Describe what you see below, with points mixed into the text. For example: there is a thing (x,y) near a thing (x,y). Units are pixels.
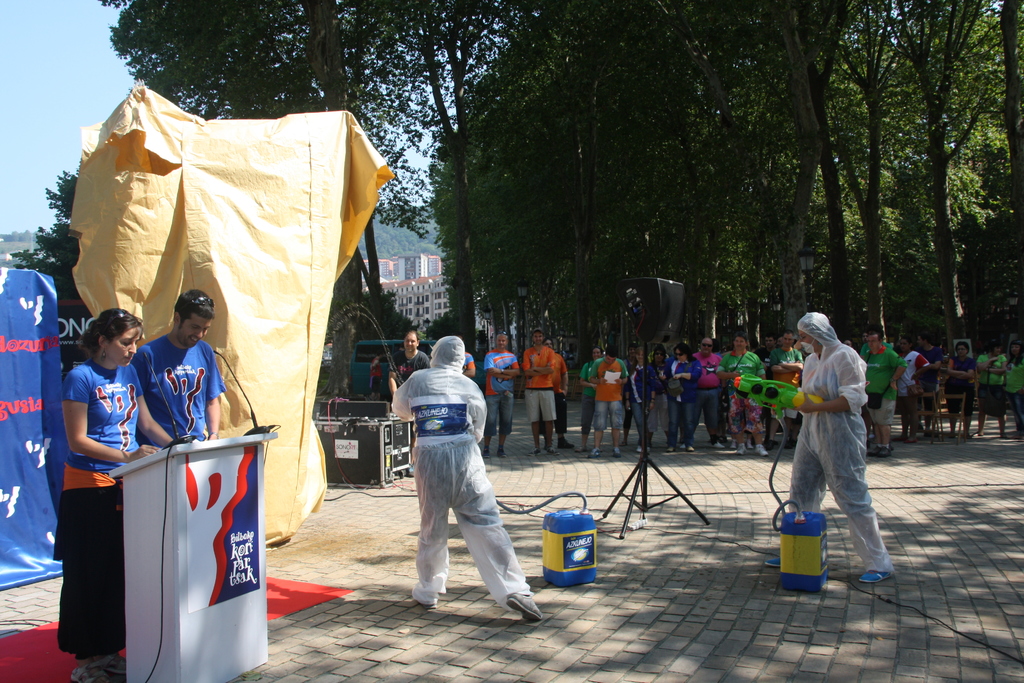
In this image I can see number of people (1022,381) are standing and in the centre (397,402) I can see two persons (462,415) are wearing white colour things (839,395). I can also see one of them is holding a water gun (756,387) and near them I can see a blue and yellow colour thing (571,533). I can also see most of people (756,430) are wearing green colour dress (901,362). On the left side of the image (137,515) I can see a podium (156,510) and on it I can see a board (249,489), two mics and a wire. I can also see something is written on the board (238,594) and near the podium (178,446) I can see two persons (123,645) are standing. I can see both of them are wearing blue colour dress (160,417). On the left side of the image (75,276) I can see two boards (45,279), a yellow colour cover (306,459), few black colour boxes (345,449) and on these boards (25,407) I can see something is written. In the background (450,258) I can see number of trees (610,151), few buildings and the sky (79,106). I can also see a black colour thing (626,286) in the centre of the image (642,290).
